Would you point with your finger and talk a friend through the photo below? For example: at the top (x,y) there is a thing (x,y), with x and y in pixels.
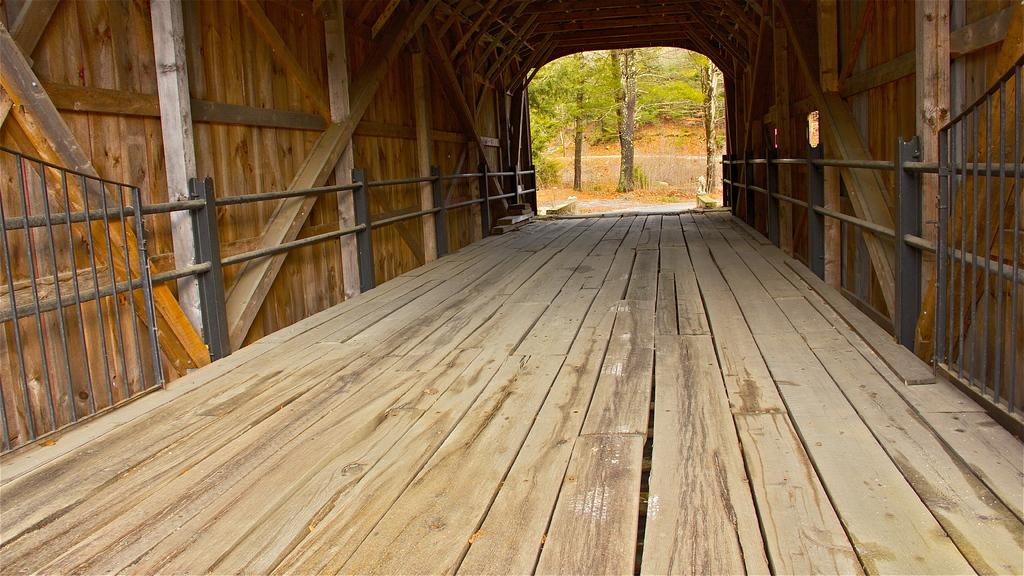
In this image I can see the wooden path (580,380). To the side I can see the railing (160,281) and the wooden wall (325,162). In the background (628,149) there are many trees (579,168).
